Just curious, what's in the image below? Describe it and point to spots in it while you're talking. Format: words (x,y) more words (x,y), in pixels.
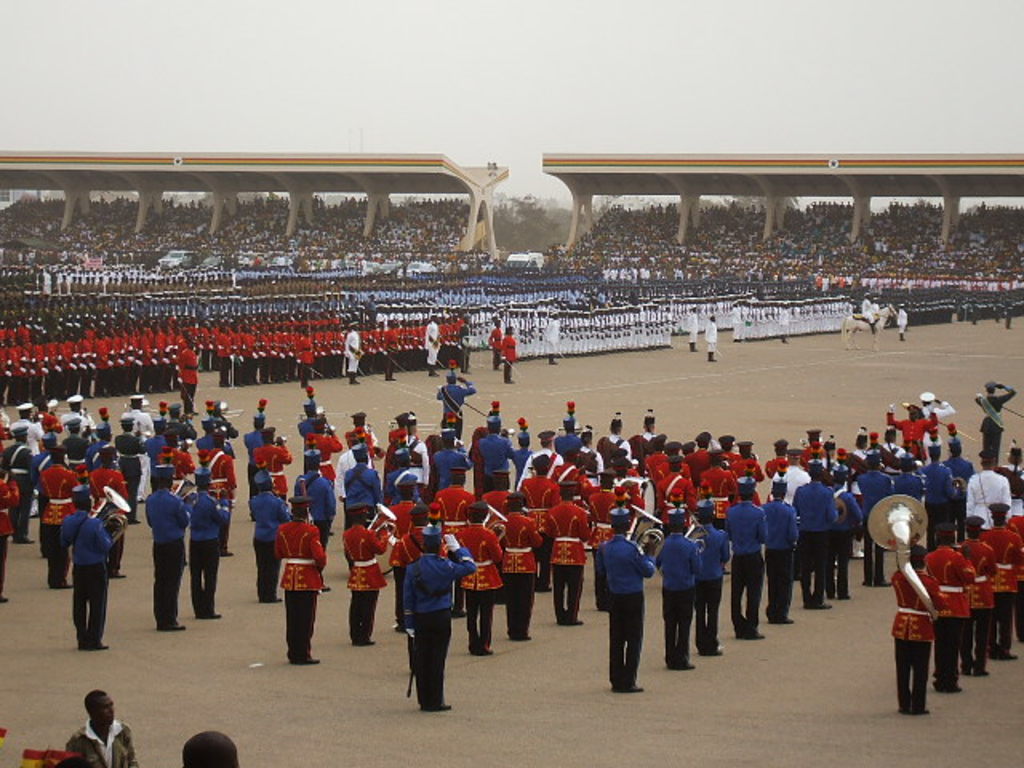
In front of the image there are people (690,507) standing and there are holding some objects (45,761). There is a person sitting on the horse (848,319). In the background of the image (779,248) there are many people (173,230) under the rooftops (776,174). There are pillars (493,232). There are trees (506,233). At the top of the image (306,48) there is sky (114,29).
